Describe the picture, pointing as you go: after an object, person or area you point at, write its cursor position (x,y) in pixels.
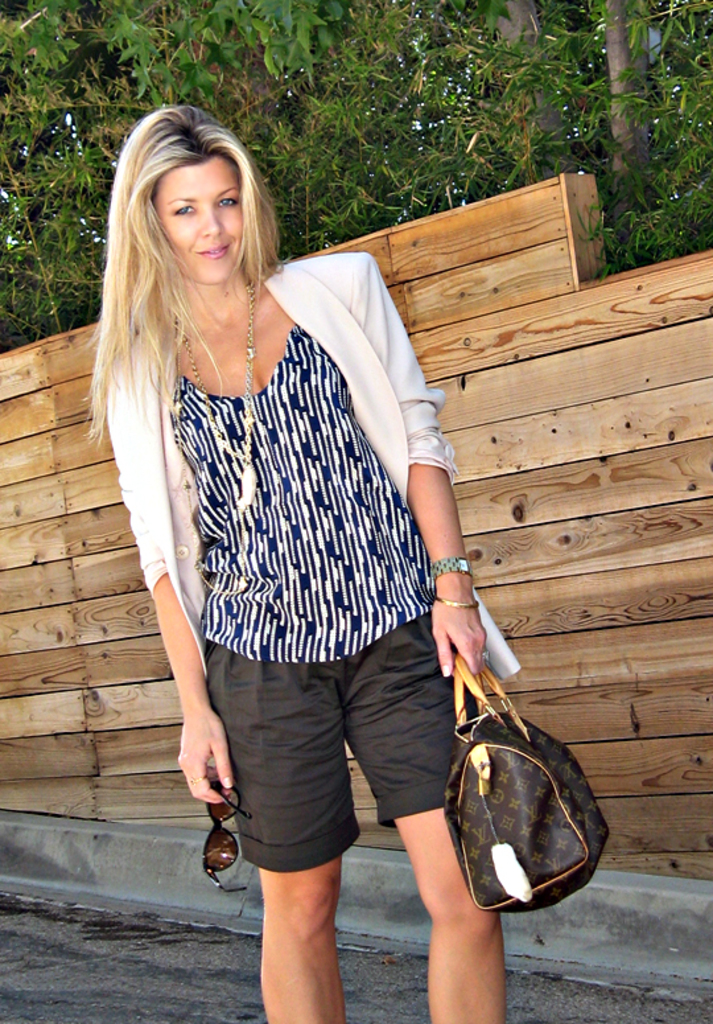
In the center (354,667) we can see the lady (315,477) she is holding one bag (524,777) on the other hand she is holding sunglasses (211,854). And back of her they were some trees (348,76) and some wooden fence (537,357).
